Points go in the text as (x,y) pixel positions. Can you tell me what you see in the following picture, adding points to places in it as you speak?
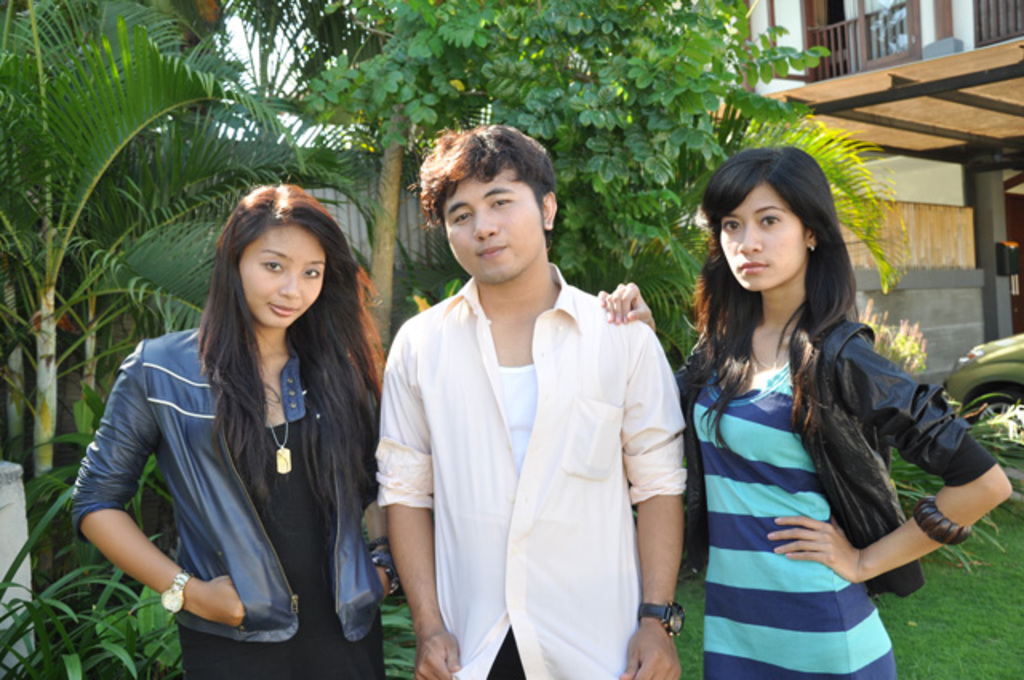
In this image there is a man (504,328) standing in between two women (293,360) and posing for the camera, behind them there are trees (208,202) and a building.
